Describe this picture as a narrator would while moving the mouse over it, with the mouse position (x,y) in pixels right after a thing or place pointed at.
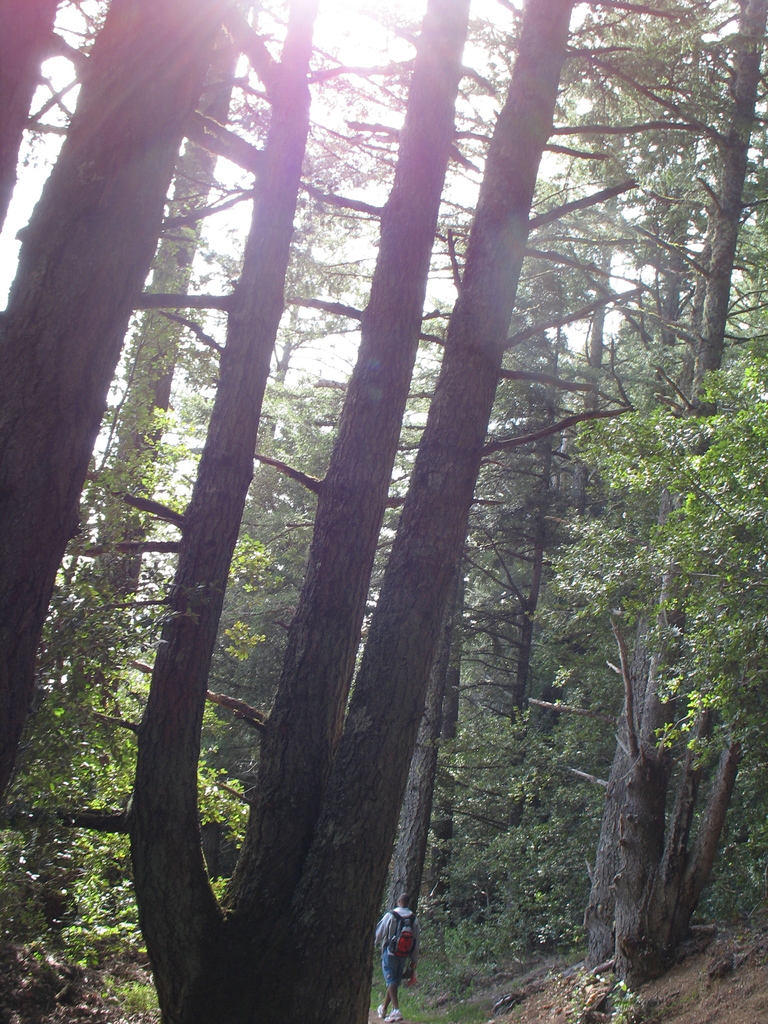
In this image we can see one person (387,937) wearing a backpack (413,934) and walking. There are some trees (610,945), plants (534,909) and grass (447,1013) on the ground (69,966). At the top (381,53) we can see the sunlight (376,105) in the sky (366,56).
